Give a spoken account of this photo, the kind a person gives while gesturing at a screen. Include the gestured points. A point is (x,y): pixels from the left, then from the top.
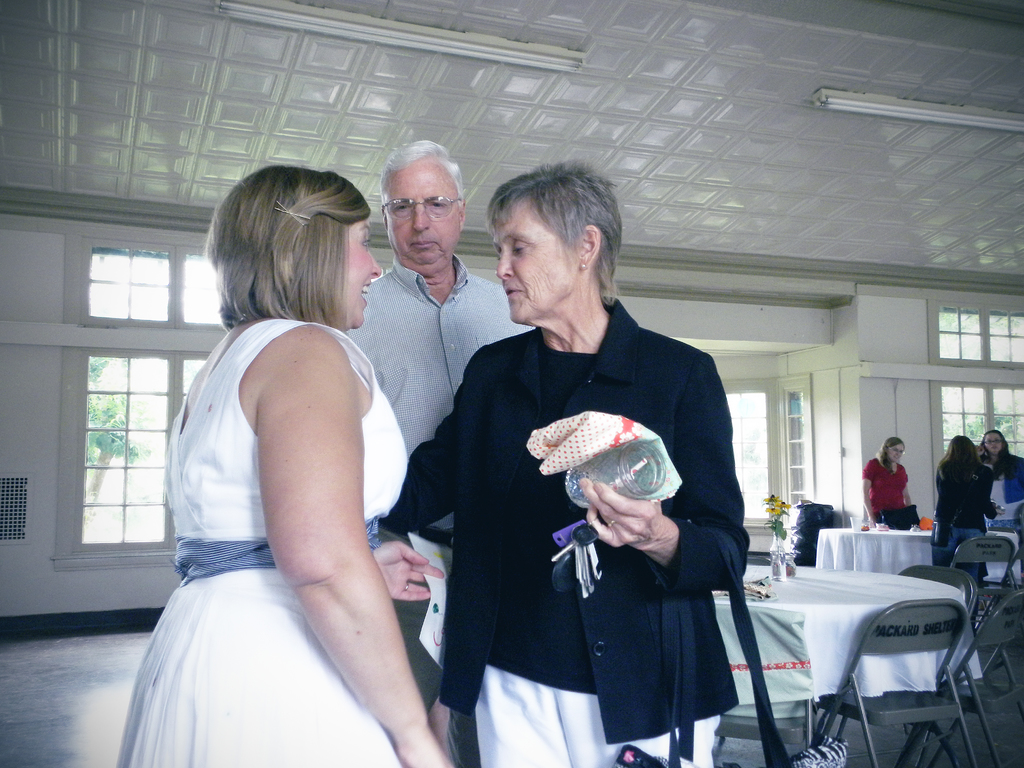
This picture is clicked inside the hall (1001,113). In the foreground (505,427) we can see a person (520,346) wearing black color blazer (460,486), holding some objects (607,458) and seems to be standing. On the left (326,374) we can see a woman (310,466) wearing white color dress (249,687), smiling and standing and we can see a person (403,320) wearing shirt (441,351) and standing on the ground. In the background (893,554) we can see the tables (877,539), chairs (1013,603), flower vase (778,571) and we can see the wall (48,330), windows (161,440), roof (792,112), lights (371,24) and some other items (908,516). In the right corner (949,463) we can see the group of people (896,496) standing on the ground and in the background (970,313) through the windows (123,411) we can see the outside view (161,376).
